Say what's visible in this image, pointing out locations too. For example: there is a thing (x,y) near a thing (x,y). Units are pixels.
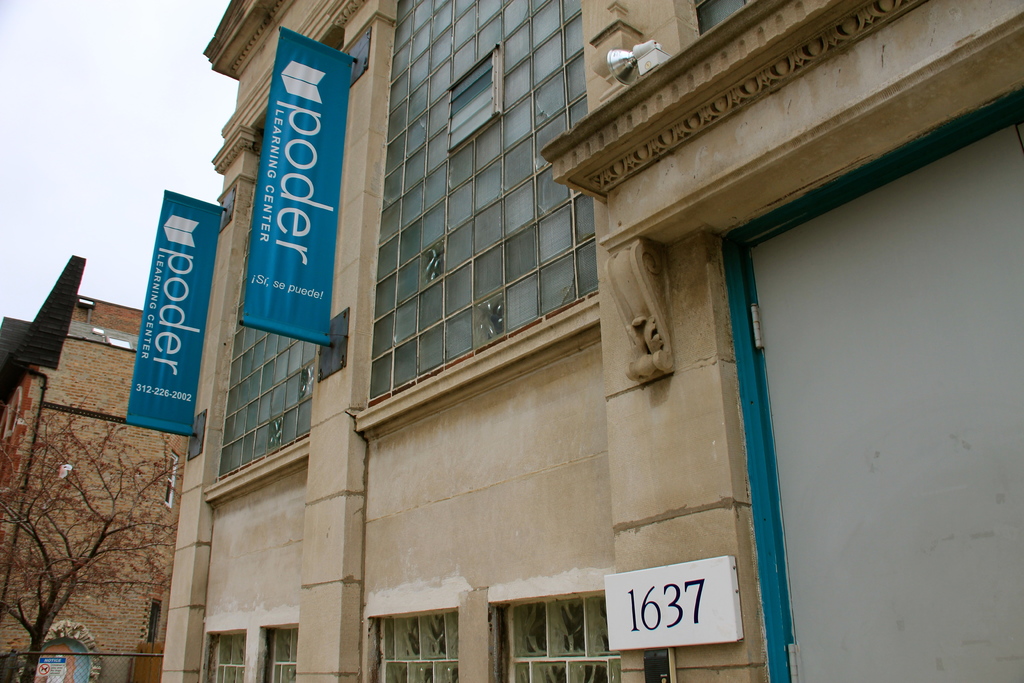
In this image there are buildings (570,364), in one of the buildings (358,146) there are posters (262,198) and there are glass walls (384,284), in the left side (44,605) there is a tree (55,561).
